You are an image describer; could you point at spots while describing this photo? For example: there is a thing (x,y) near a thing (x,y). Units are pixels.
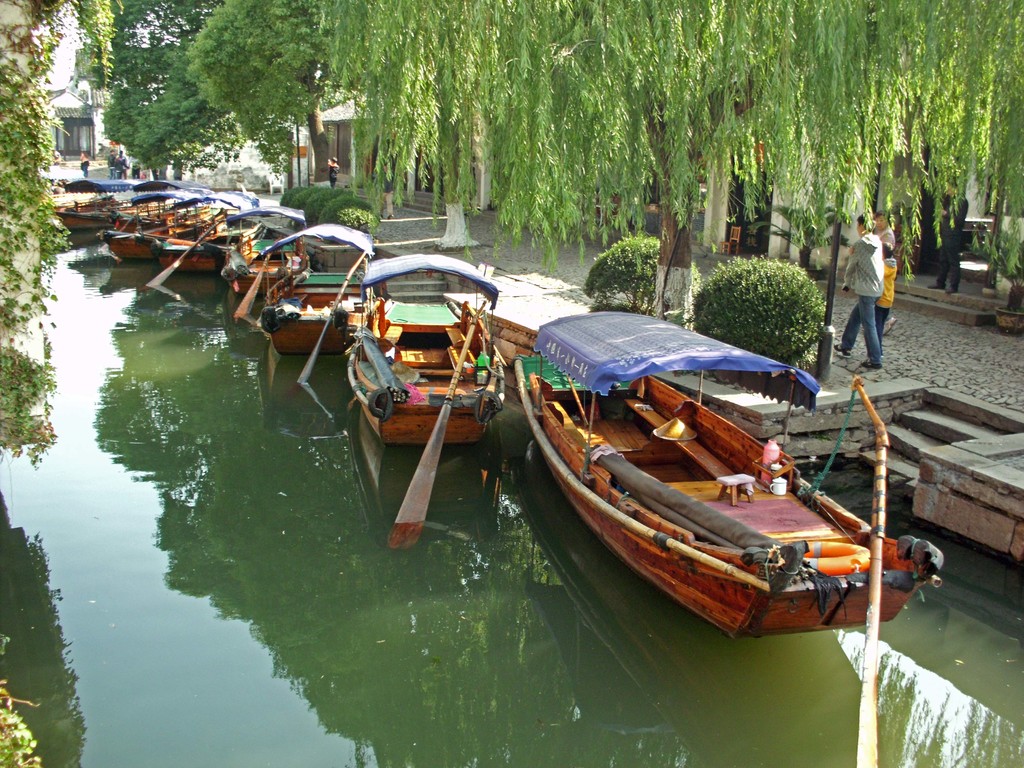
In this image in the front (423,578) there is water (511,656) and there are boats (275,249) on the water (510,424). In the background (227,155) there are trees (646,172), there are persons (871,239) standing and there are buildings (77,146).
